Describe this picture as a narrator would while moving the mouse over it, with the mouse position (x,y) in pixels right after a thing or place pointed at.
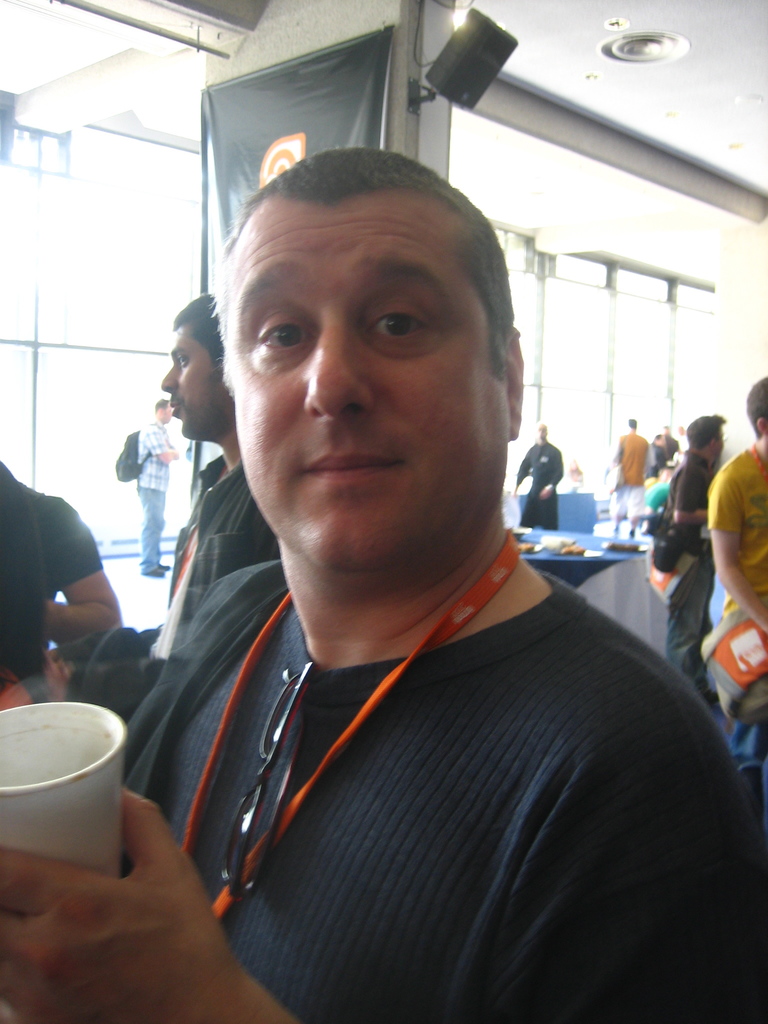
In this image we can see a man (535,585) holding a glass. On the backside (767,491) we can see a group of people (716,438), a table (532,558) containing some objects (524,529) on it, a banner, speaker box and a roof (541,97).
